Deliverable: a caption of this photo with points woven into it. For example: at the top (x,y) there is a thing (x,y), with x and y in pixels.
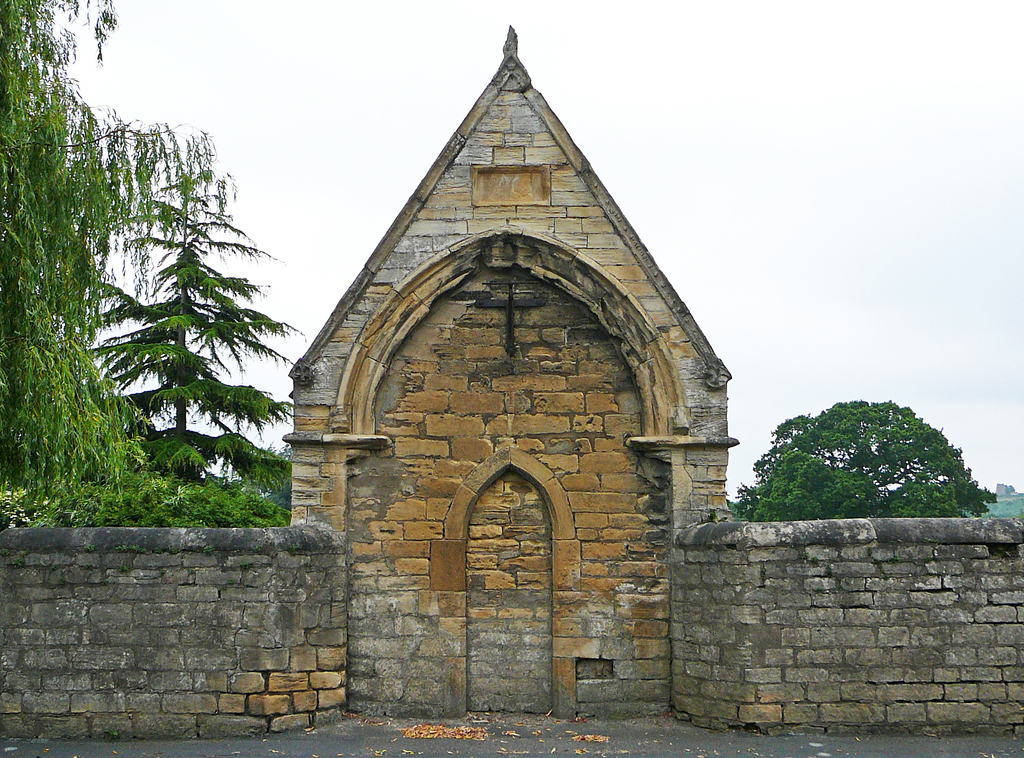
In this image we can see there is a wall (482,387) with arch (508,235) and a cross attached to the wall (497,344) and in the background (115,373) there are some trees (82,366) and the sky (816,410).
